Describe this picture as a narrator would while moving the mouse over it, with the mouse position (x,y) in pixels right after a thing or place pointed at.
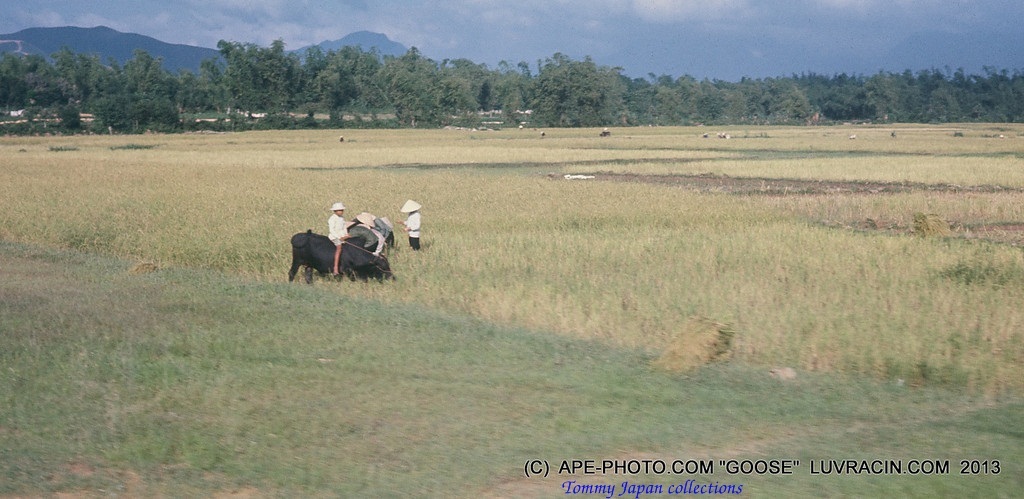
The picture is taken in a field (233,375). In the foreground of the picture (215,231) there are plants (489,256), fields (644,202), people (368,243) and cattle (332,256). In the background (204,90) there are trees (421,106) and hills (396,48). Sky (518,45) is cloudy. At the bottom (680,470) there is some text (701,473).
